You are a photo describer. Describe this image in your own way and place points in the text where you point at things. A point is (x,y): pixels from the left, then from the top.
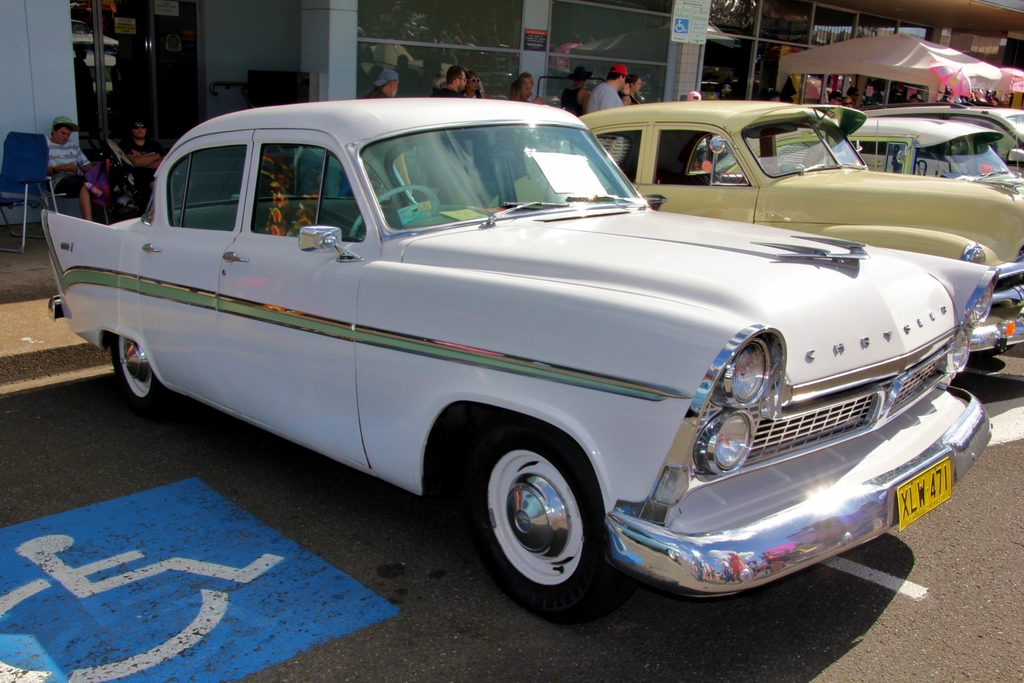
In this image we can see some cars (618,358) parked aside on the road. On the backside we can see a group of people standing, some people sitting on the chairs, tents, some boards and a building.
